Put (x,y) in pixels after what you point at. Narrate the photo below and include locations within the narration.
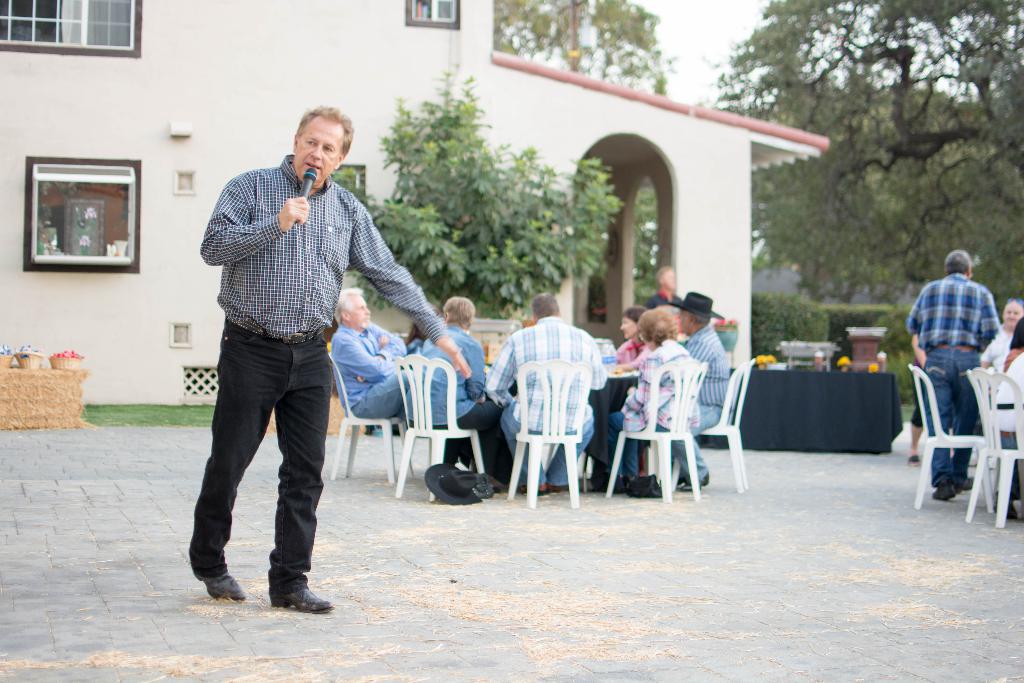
In the picture we can see a man (270,185) talking into microphone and standing and we can see some people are sitting on a chairs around the table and some set of people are sitting on the other chairs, in the background (627,283) we can see plant (504,281), a house building (617,275), with windows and trees (825,230) and sky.
